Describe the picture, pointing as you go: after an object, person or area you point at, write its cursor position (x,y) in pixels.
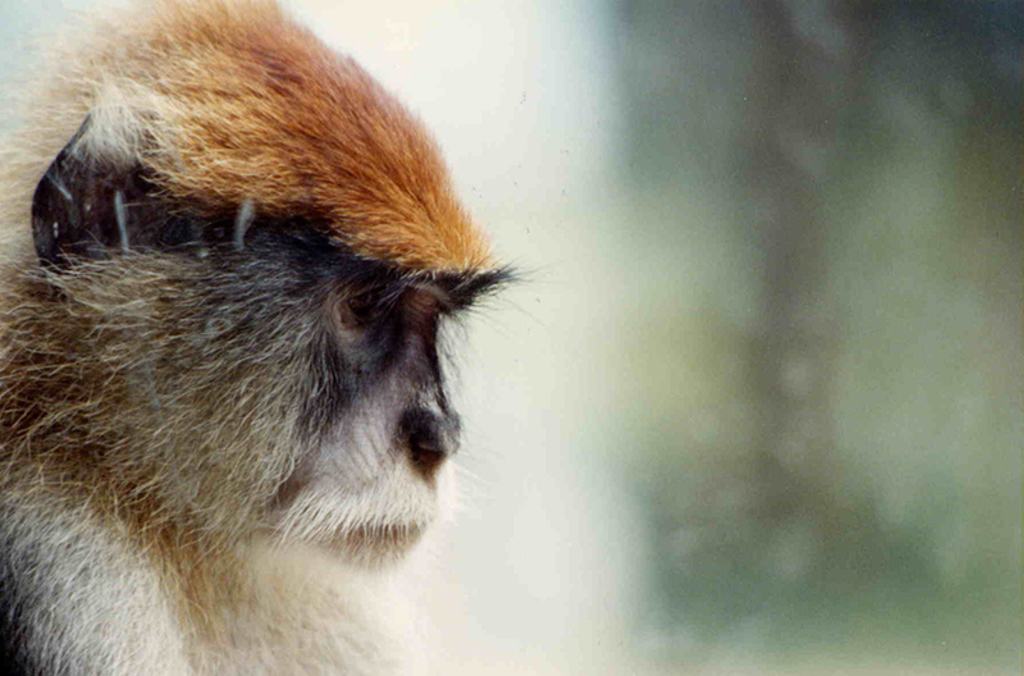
Here we can see monkey (24,631). Background (417,8) it is blur.
